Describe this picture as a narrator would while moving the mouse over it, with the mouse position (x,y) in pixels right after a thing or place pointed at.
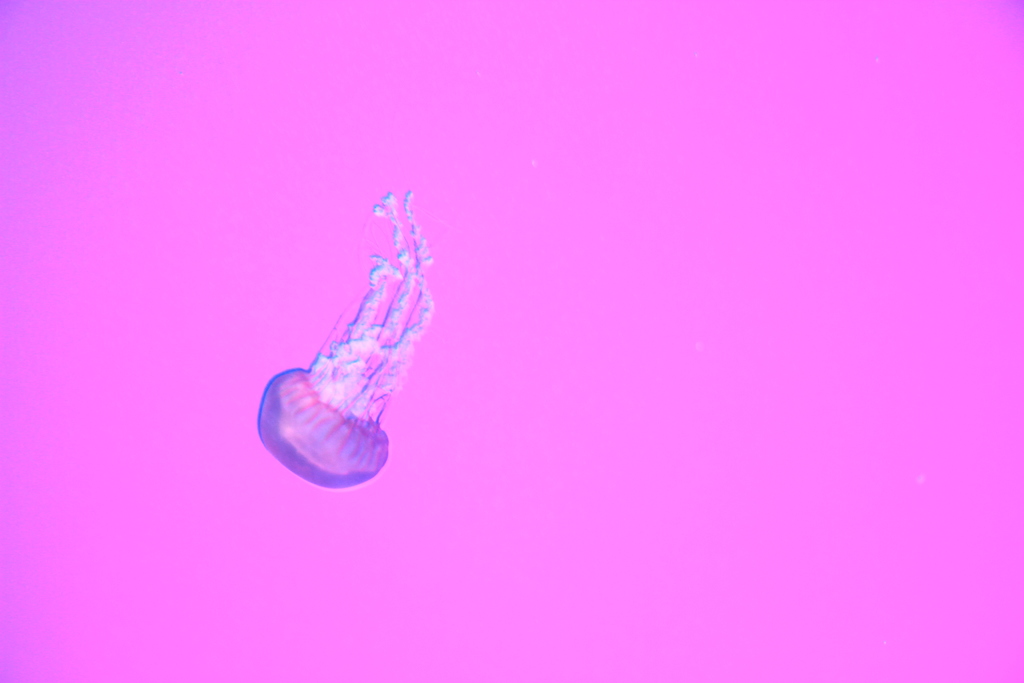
In this image we can see a jellyfish (322,415).
